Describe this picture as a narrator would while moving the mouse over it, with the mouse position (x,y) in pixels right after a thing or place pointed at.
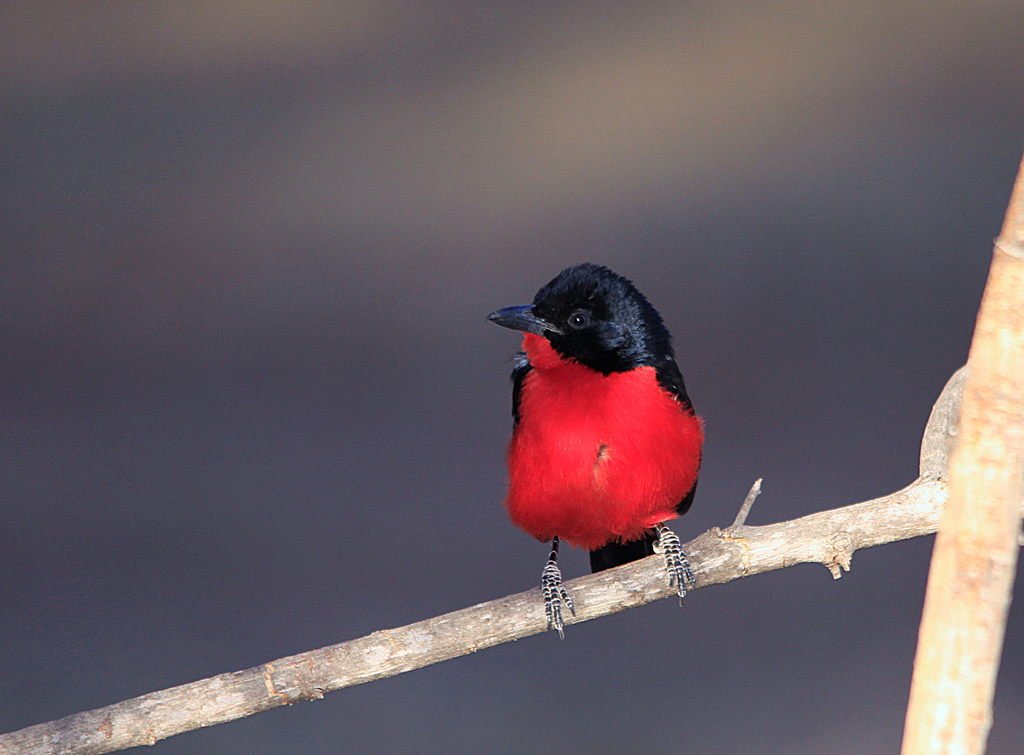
In this picture there is a bird (582,416) on a branch (306,674). In the background of the image (819,306) it is blurry.
